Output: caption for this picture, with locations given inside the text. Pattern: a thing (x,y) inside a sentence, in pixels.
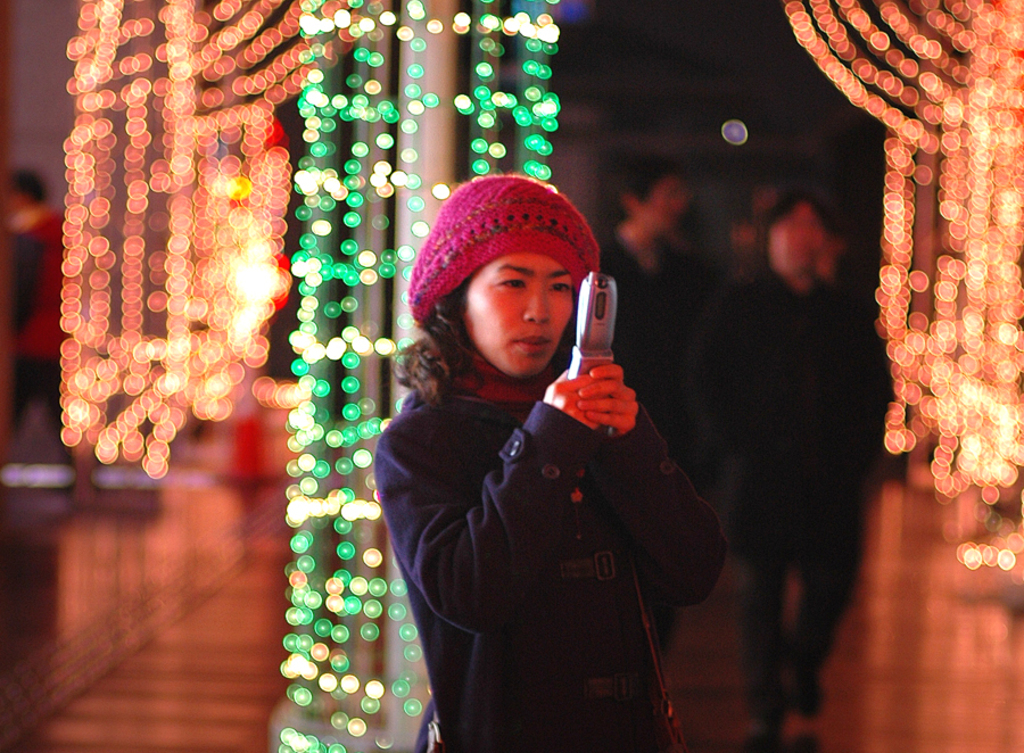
There is one woman (546,531) standing and holding a mobile (587,356) in the middle of this image (606,448), and we can see some other persons (712,353) on the right side of this image (752,360). There are lights (294,514) arranged in the background (395,174).
